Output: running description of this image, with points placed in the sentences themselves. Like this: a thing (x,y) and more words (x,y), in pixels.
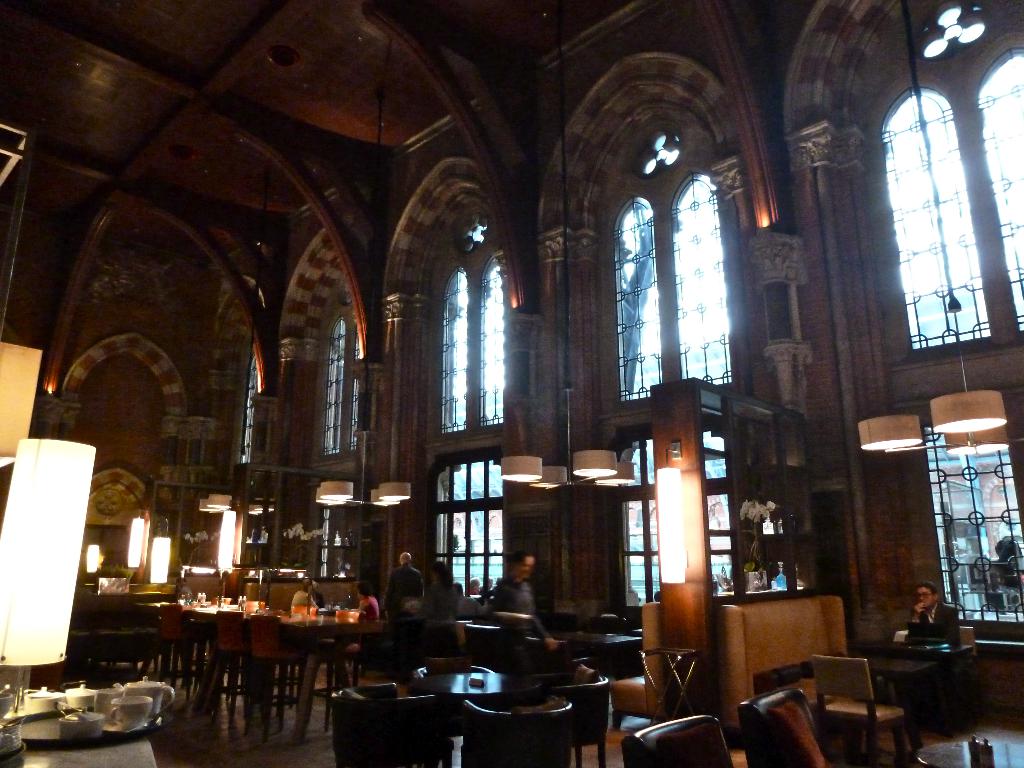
This picture is about a restaurant (283,584) in this we can see group of people (508,628) few are seated on the chair (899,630) and few are standing, here we can find couple of lights (251,506), cups (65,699), tables (79,751) and chairs (501,718).
